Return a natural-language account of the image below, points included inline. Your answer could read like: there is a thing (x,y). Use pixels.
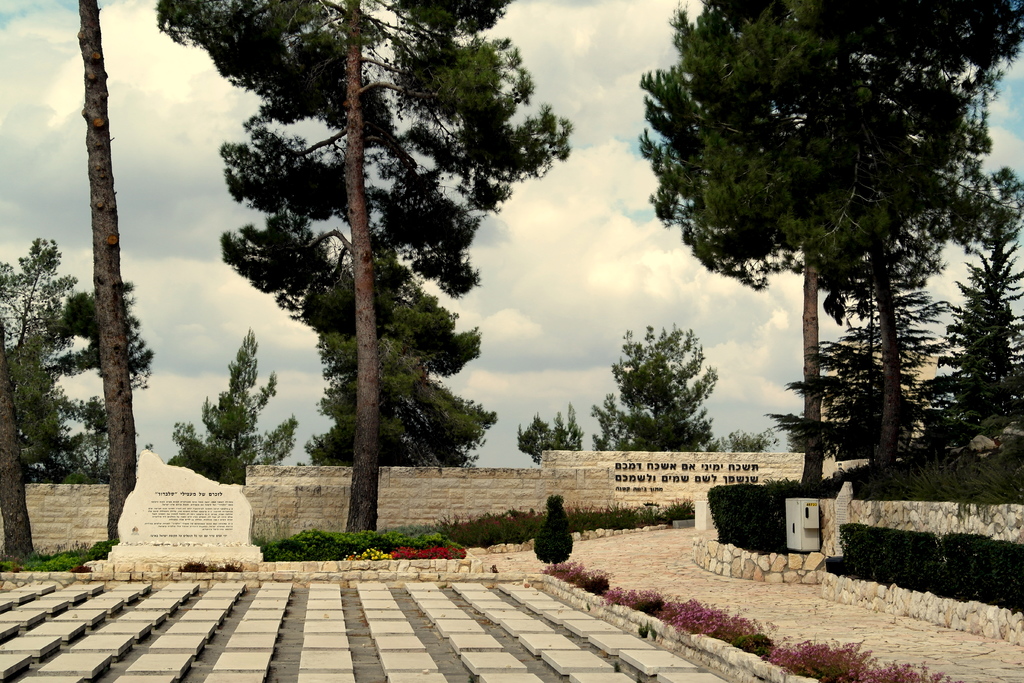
In this image we can see some trees (127,333), tiles (261,609), plants (452,544) and flowers (423,546), also we can see the text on the wall (514,496), in the background (507,239) we can see the sky (616,285) with clouds (589,159).
